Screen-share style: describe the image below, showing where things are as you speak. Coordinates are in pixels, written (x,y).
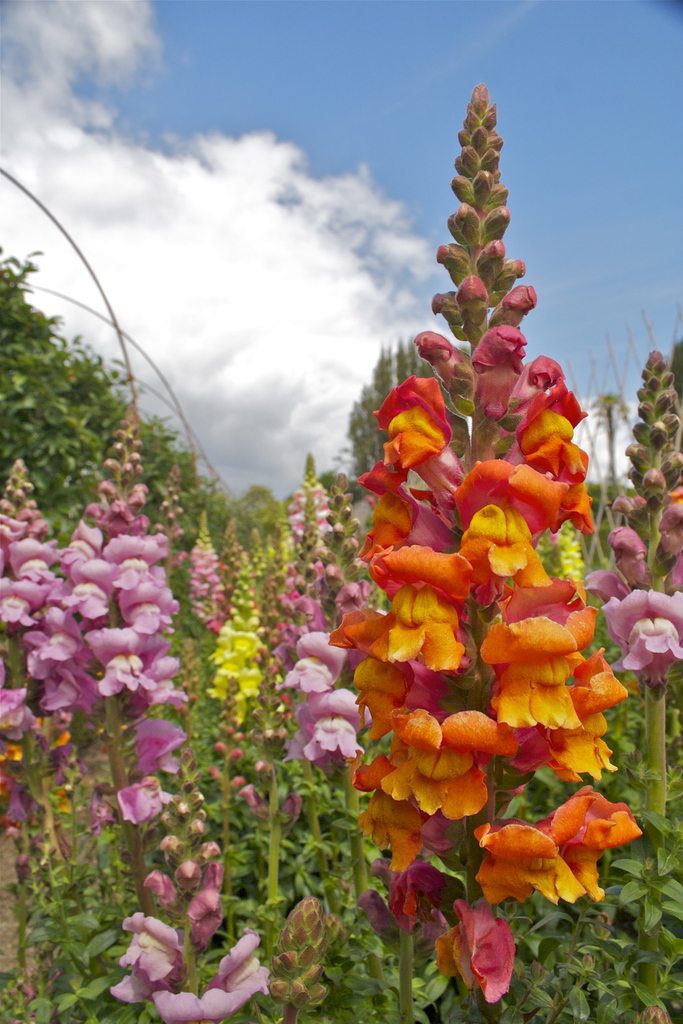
In this picture we can see some flowers (302,646). Sky (274,437) is blue in color and cloudy.
